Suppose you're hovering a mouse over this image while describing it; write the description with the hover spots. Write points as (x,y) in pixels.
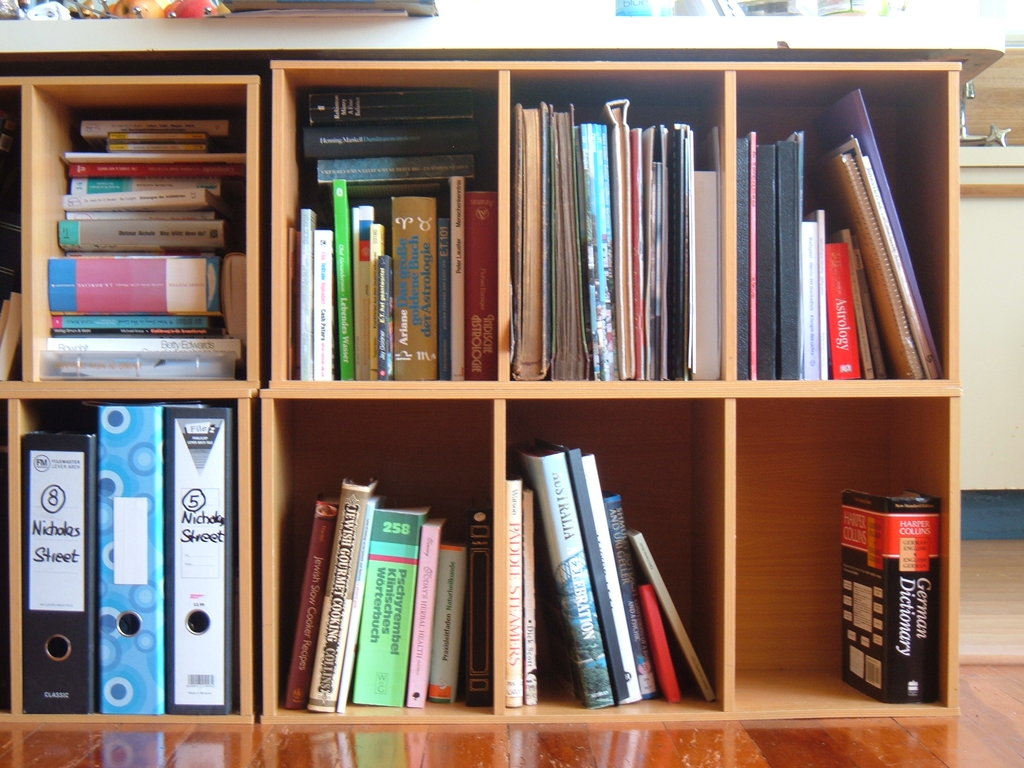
In this image there is shelf (103,99), in that shelf (585,89) there are books (632,577) and files (145,568).
